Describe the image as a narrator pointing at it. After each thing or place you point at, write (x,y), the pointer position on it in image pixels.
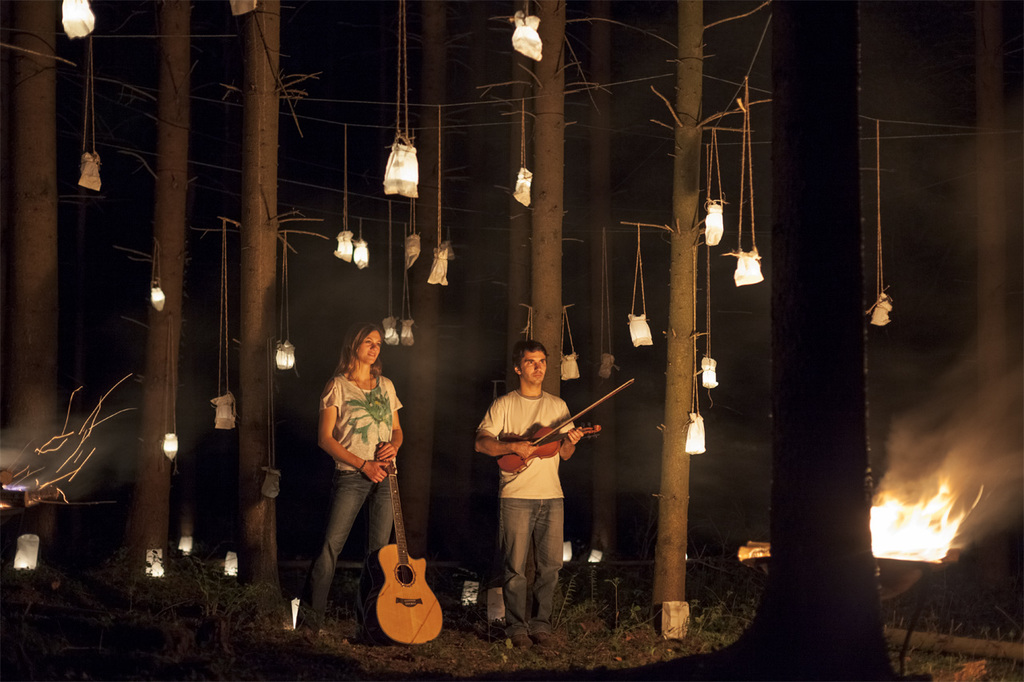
A man (548,398) and woman (391,384) are posing to camera. The man (532,406) is holding a violin (552,435) and the woman (378,411) is holding a guitar (393,610).
